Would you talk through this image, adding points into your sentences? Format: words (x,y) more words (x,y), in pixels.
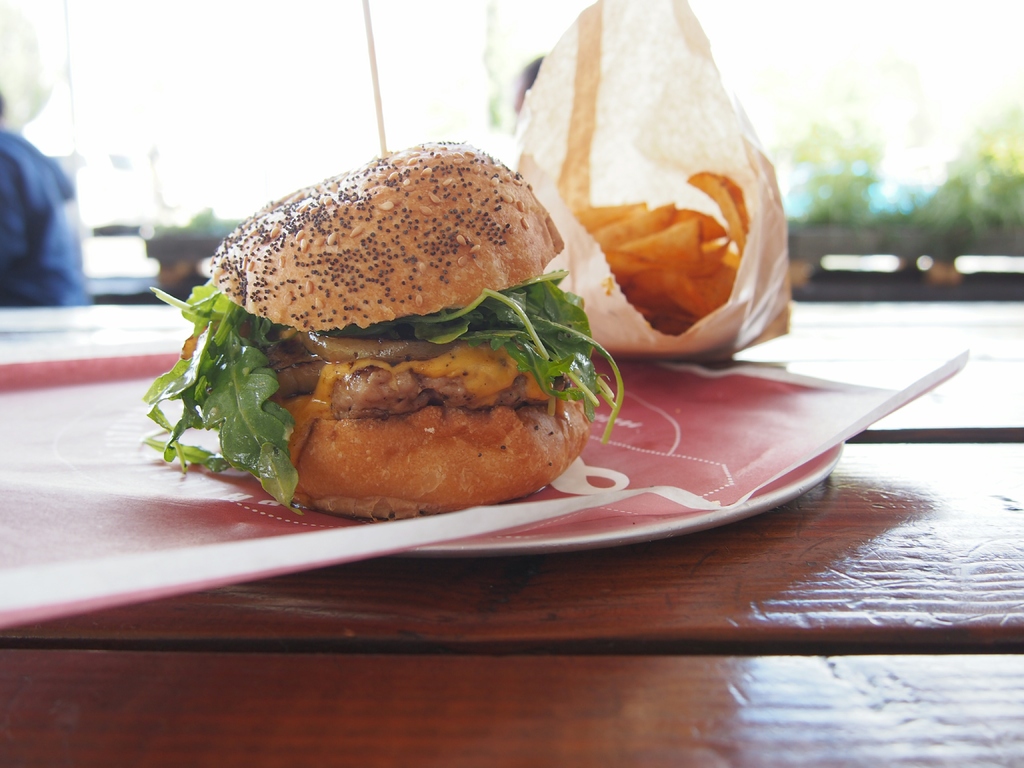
We can see burger (481,373), cover (645,344) with food (674,261), paper (166,562) and plate (553,515) on table (560,611). Background we can see person (540,59).
